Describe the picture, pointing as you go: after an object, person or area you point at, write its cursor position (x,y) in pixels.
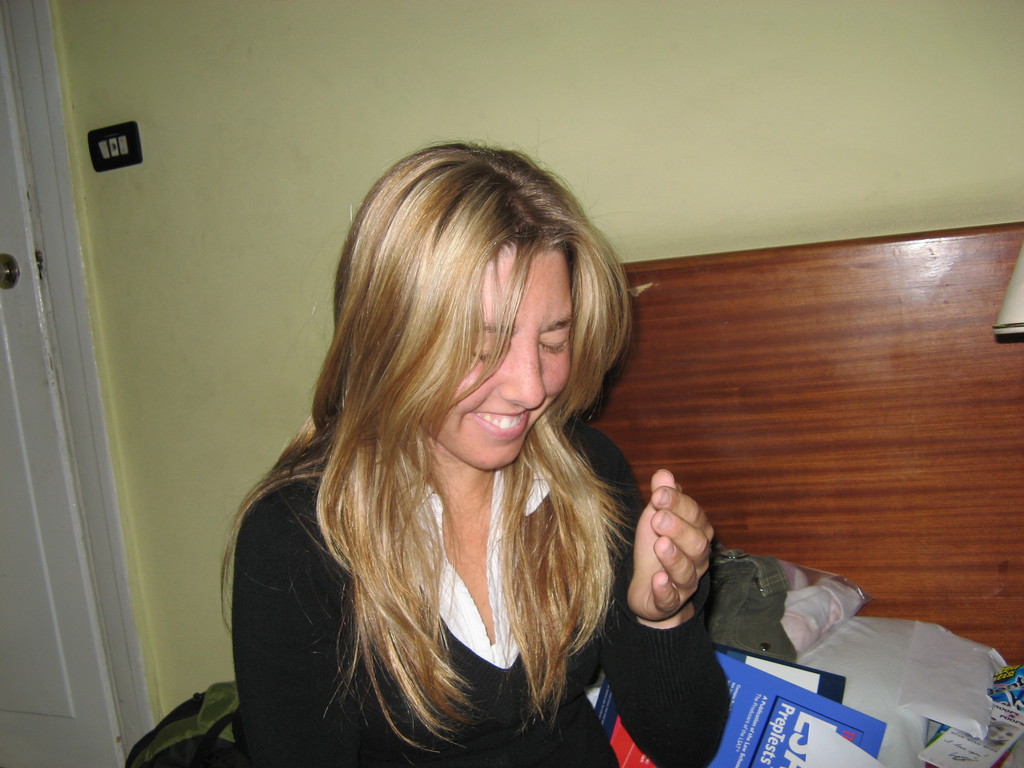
In this image we can see one wooden object (984,324) looks like a bed (981,290) near the wall (226,102), one woman (453,618) with smiling face (479,453) sitting, some objects (741,596) on the ground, one object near the door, one white door (12,259), one switch board (122,134) attached to the wall (214,111) and one object (1009,324) near the wooden object (993,390) on the right side of the image (1014,315).
